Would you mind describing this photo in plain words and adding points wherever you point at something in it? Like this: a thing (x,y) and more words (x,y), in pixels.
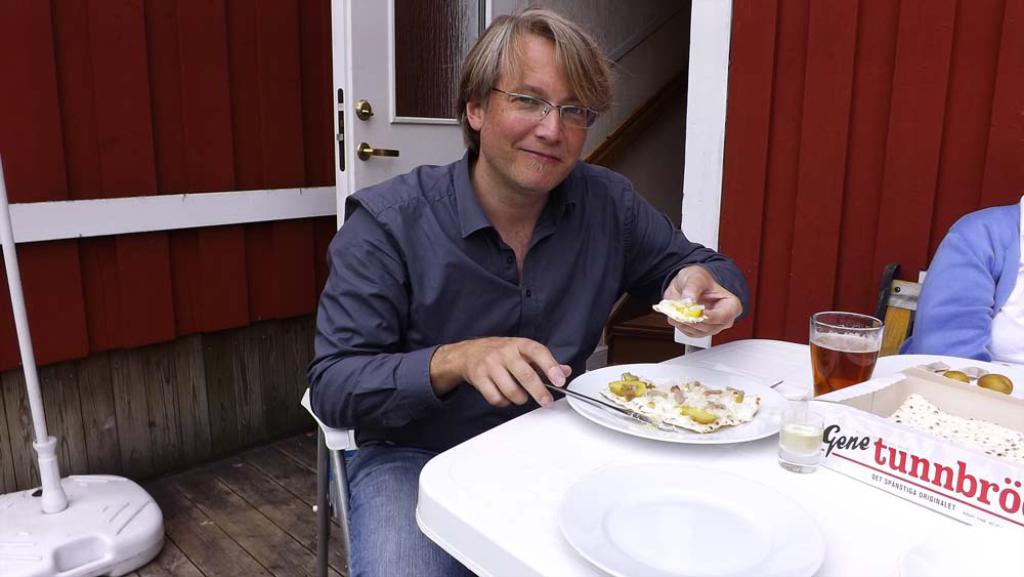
This is a picture taken outside, the man (447,249) in blue shirt (418,261) was sitting on a chair (327,436) and the man (372,381) is holding some food (663,309). In front of the man (452,334) there is a table (458,455) on the table (512,506) there are plates (629,498), knife (587,400), glasses (802,425), box (875,423) and some food (724,403). Behind the man (523,327) there is a wooden wall (184,105) and a white door (363,106) and on the floor (214,519) there is some white color item (43,492).
